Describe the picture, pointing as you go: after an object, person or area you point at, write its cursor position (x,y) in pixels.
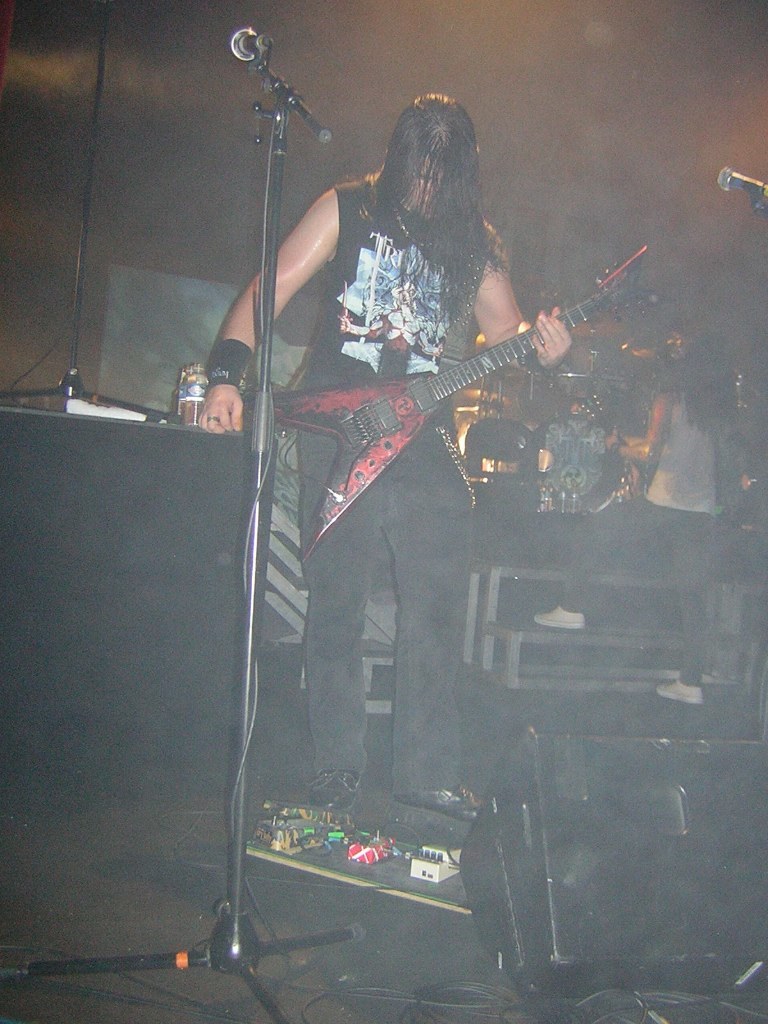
In this image there is a person (408,185) wearing a black color T-shirt (418,340) playing a musical instrument (558,327) and at the left side of the image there is a microphone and at the bottom right of the image (620,763) there is a sound box (606,752) and at the top right of the image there is a person (678,438) who is also playing a musical instrument (596,483).
